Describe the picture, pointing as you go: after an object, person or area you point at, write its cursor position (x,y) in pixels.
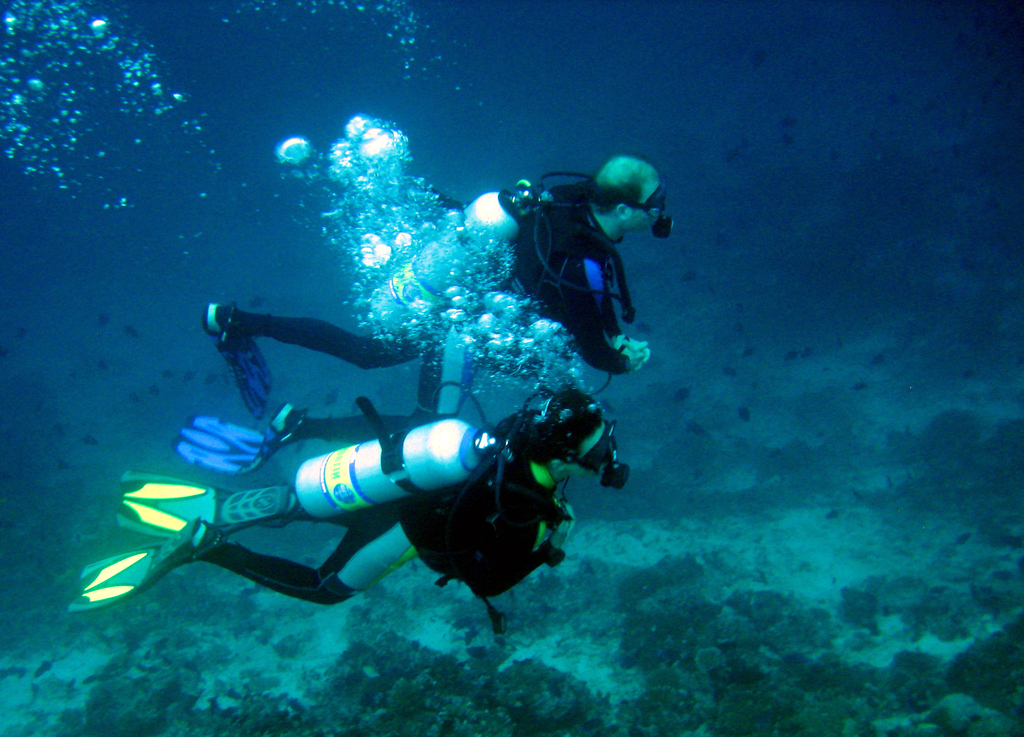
Here in this picture we can see two persons (449,352) performing scuba diving in water (415,366) and both of them are carrying oxygen cylinders (424,431) and masks (607,436) on them and on the ground (732,582) we can see some stones (171,647) and plants (767,632) present over there.
